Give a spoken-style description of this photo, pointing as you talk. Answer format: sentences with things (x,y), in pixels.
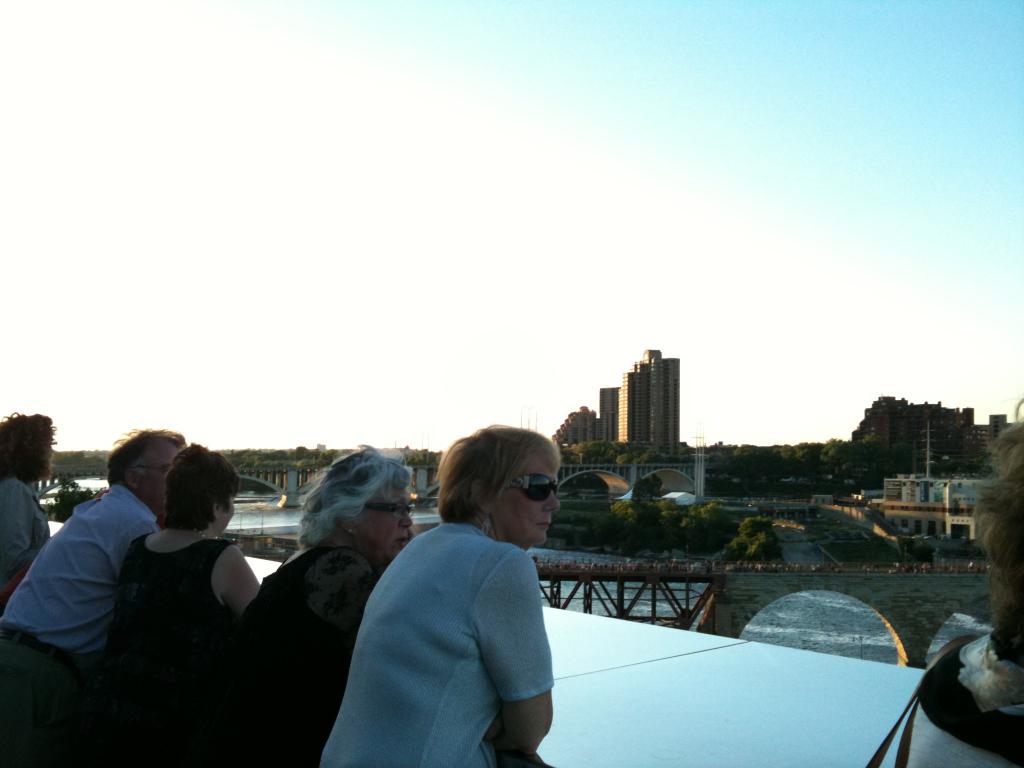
In this picture I can see few persons (279,730) standing, there are bridges (563,606), there is water (615,551), there are buildings (651,357), trees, and in the background (541,253) there is the sky (422,252).
